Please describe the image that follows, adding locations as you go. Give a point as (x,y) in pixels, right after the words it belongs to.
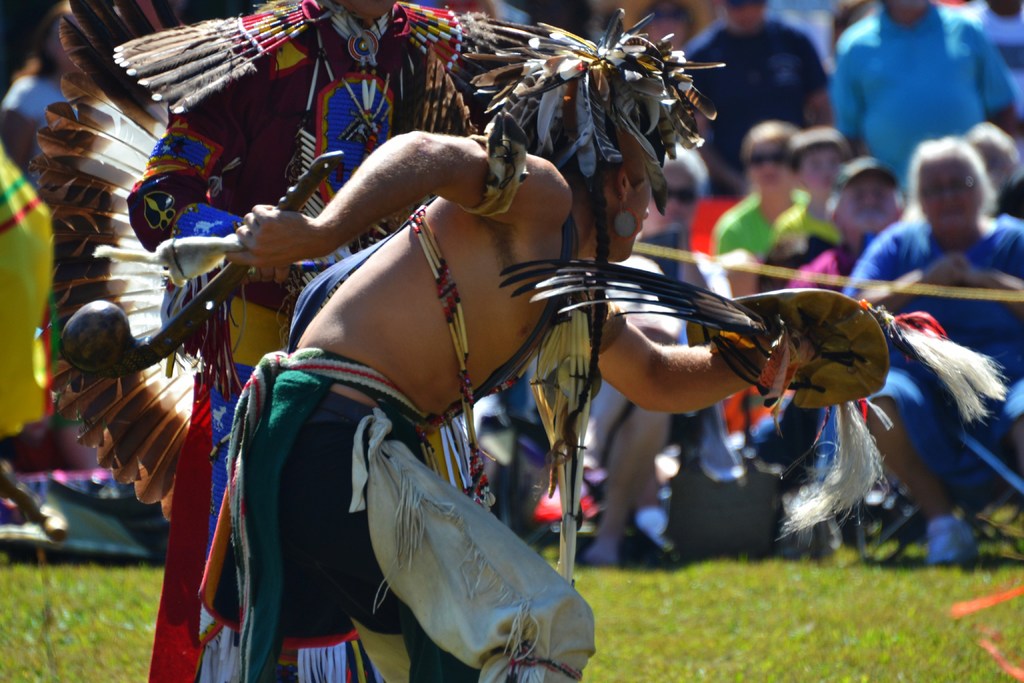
In this picture, we see two men (377,103) who are wearing the costumes (275,188) are standing. They might be performing. At the bottom (770,624), we see the grass (752,614). Behind them, we see a rope (668,247) and people (787,263) are sitting on the chairs (698,248). On the left side (22,302), we see the yellow color cloth (6,197). This picture is blurred in the background (882,267).
